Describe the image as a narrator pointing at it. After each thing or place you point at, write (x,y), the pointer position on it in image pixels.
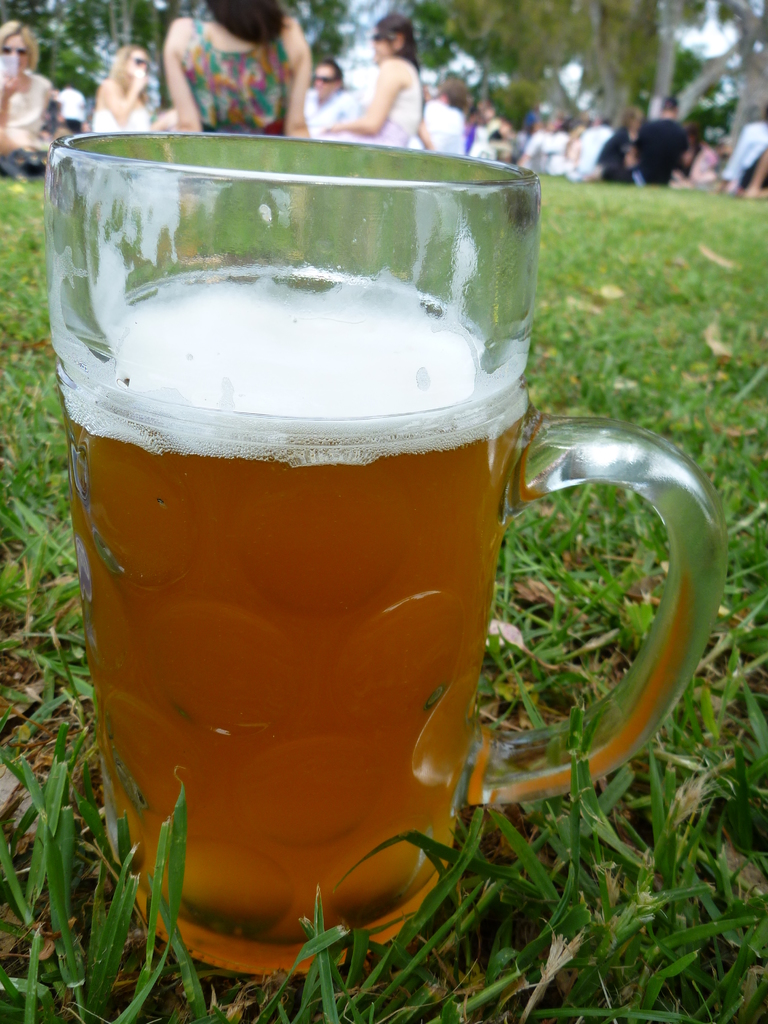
In the center of the image (470,475) there is a beer mug (325,403) on the grass (451,919). In the background of the image (621,87) there are people (460,90) and trees (321,25).
